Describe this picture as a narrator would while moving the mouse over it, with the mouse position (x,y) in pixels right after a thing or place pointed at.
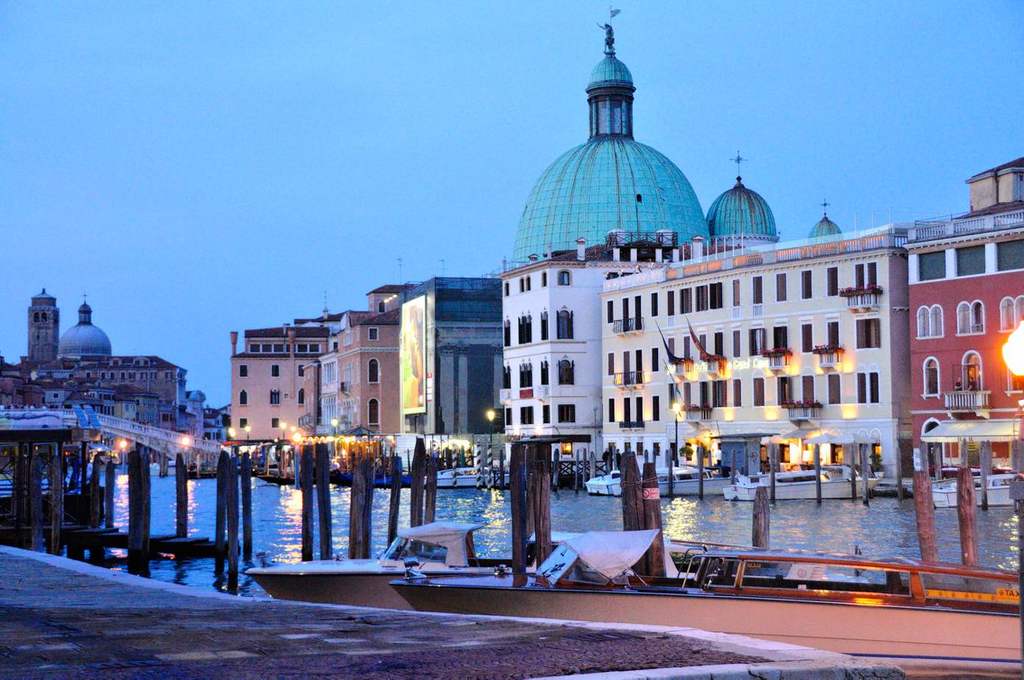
In the foreground (203,549) I can see a fence (533,521), boats (406,483) in the water (592,514), street lights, buildings (624,374), group of people (606,453) and windows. In the background (372,194) I can see the sky (372,194). This image is taken may be near the lake (481,507).
